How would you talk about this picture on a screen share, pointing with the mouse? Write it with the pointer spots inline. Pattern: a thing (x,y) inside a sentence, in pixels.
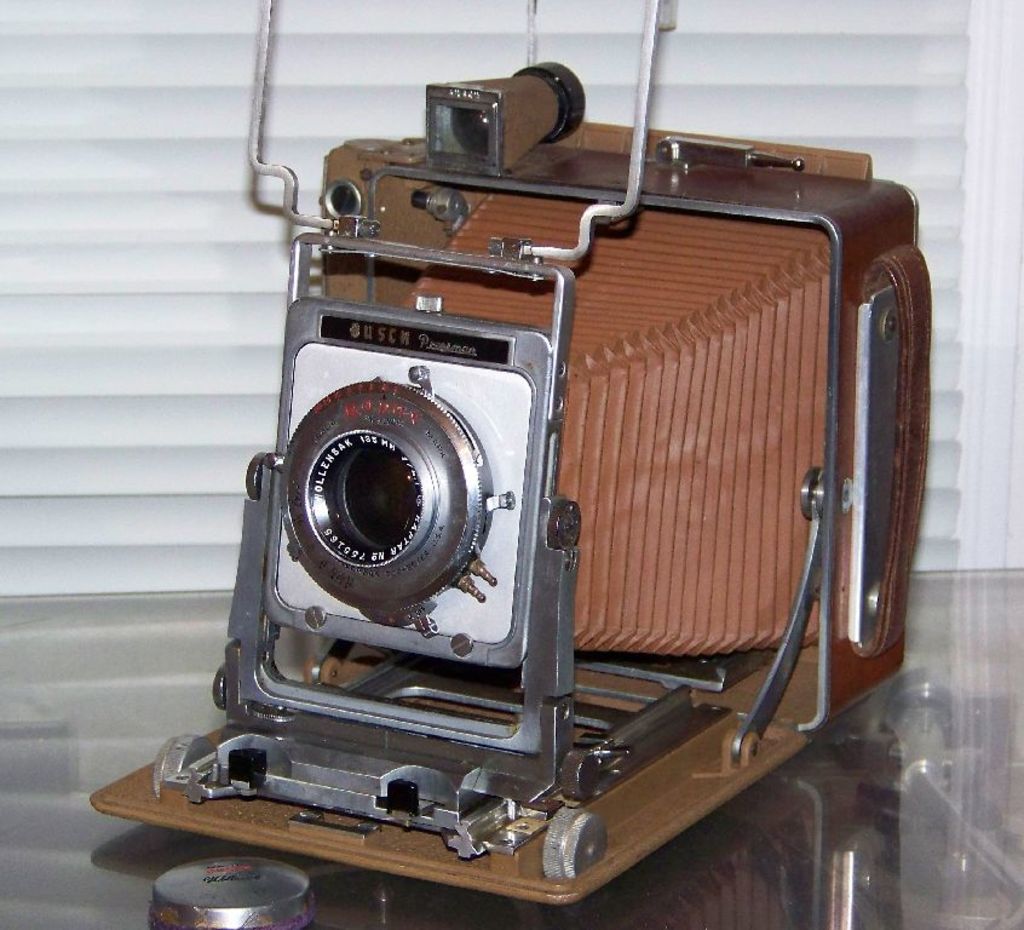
In this picture we can see a press camera (411,572) on the transparent glass (804,892). Behind the press camera (456,474), it looks like a wall (177,349).
